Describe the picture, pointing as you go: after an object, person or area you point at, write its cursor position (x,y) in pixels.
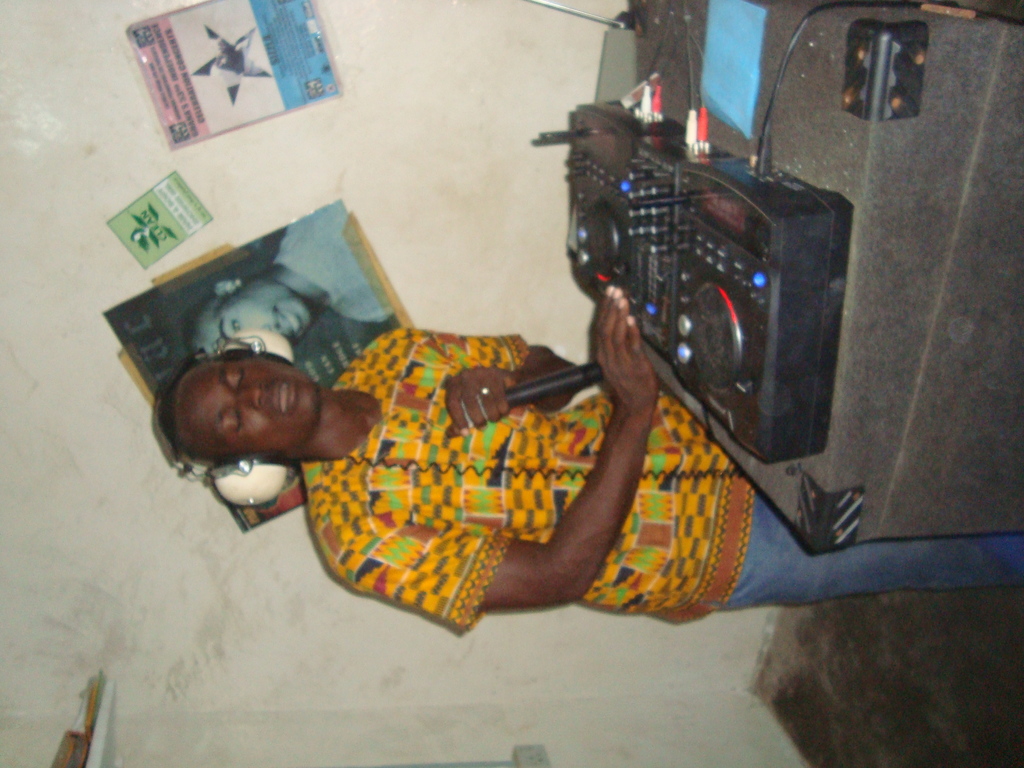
In the image on the right side (930,352) there is a box (930,352). On the box (877,150) there are electronic devices (712,245) with wires (765,121). Behind the table (776,131) there is a man (402,378) standing and holding a mic (532,397) in his hand (507,404). And he kept headset (264,348). Beside him on the wall (135,188) there are posters (156,216).
